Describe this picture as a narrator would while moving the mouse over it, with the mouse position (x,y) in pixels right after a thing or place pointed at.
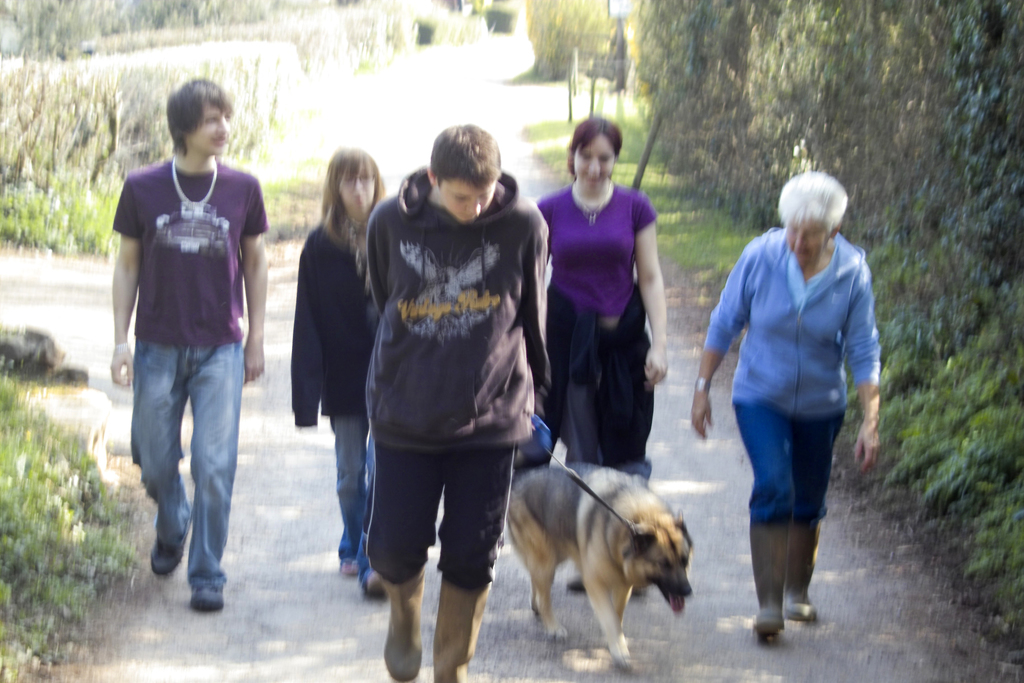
The image is clicked on the road (700,338). There are five persons (435,144) walking in this image. To the left (128,296) there is man (128,296) wearing purple colored t-shirt (185,252). To the right (865,315) there is a woman (765,402) wearing blue jacket (835,305). In the front (646,486) there is a man (392,369) walking along with the dog (545,582). In the background (351,49) there are many trees (802,124) and plants (700,90).
